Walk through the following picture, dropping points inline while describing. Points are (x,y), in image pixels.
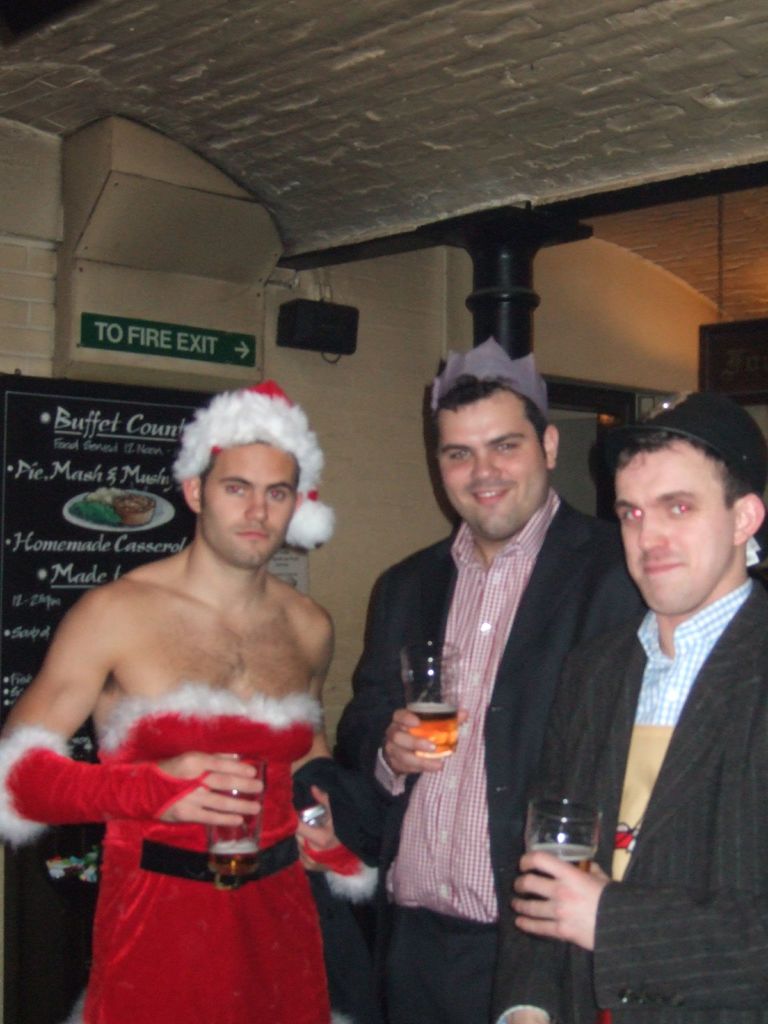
In the foreground of this image (523,553), there are two men (609,611) wearing suits (588,596) and a man (263,634) wearing female dress (261,725) which is in red and white color. They are holding glasses (555,836). In the background (402,334), there is wall (395,340), ceiling (451,129), pillar (503,286), few boards (110,459) and a black color object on the wall (385,446).
